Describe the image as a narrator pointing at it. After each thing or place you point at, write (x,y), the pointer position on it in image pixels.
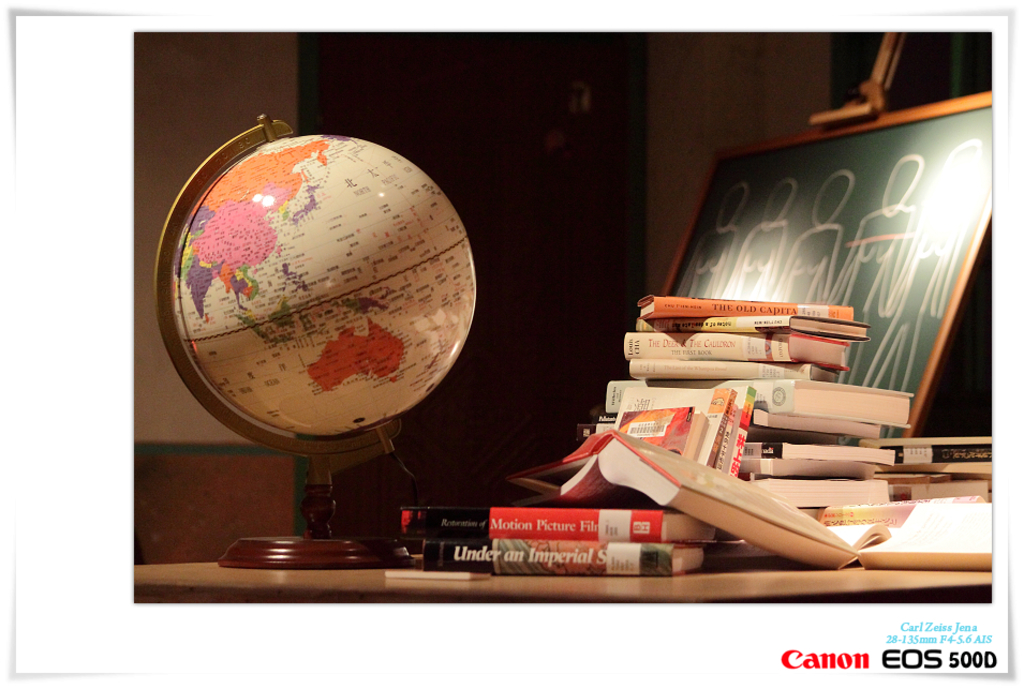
This is a poster (257,471) and in the poster (267,295) there is a globe (280,281), many books (722,518), and a green board (867,220) with few drawing (782,235) on it. In the background (746,88), there is a wall (219,59), and a door (560,167).
